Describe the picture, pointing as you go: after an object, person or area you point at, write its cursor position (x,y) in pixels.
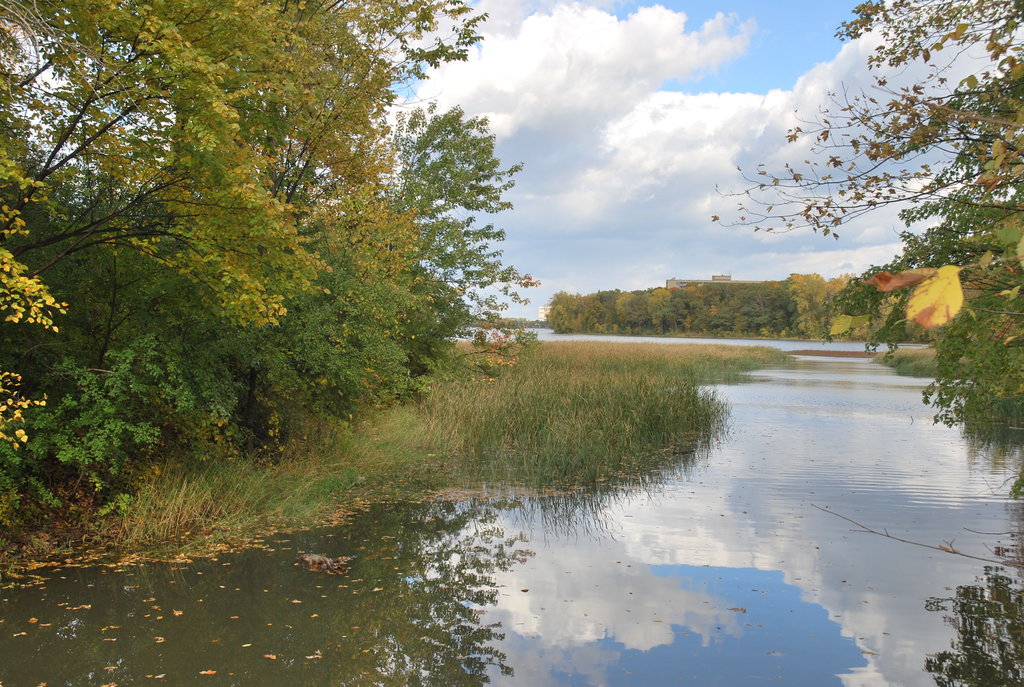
In this image we can see there are trees (123,309), grass (670,370), water (728,455), and building (669,279). And at the top (632,128) there is a cloudy sky (604,158).
